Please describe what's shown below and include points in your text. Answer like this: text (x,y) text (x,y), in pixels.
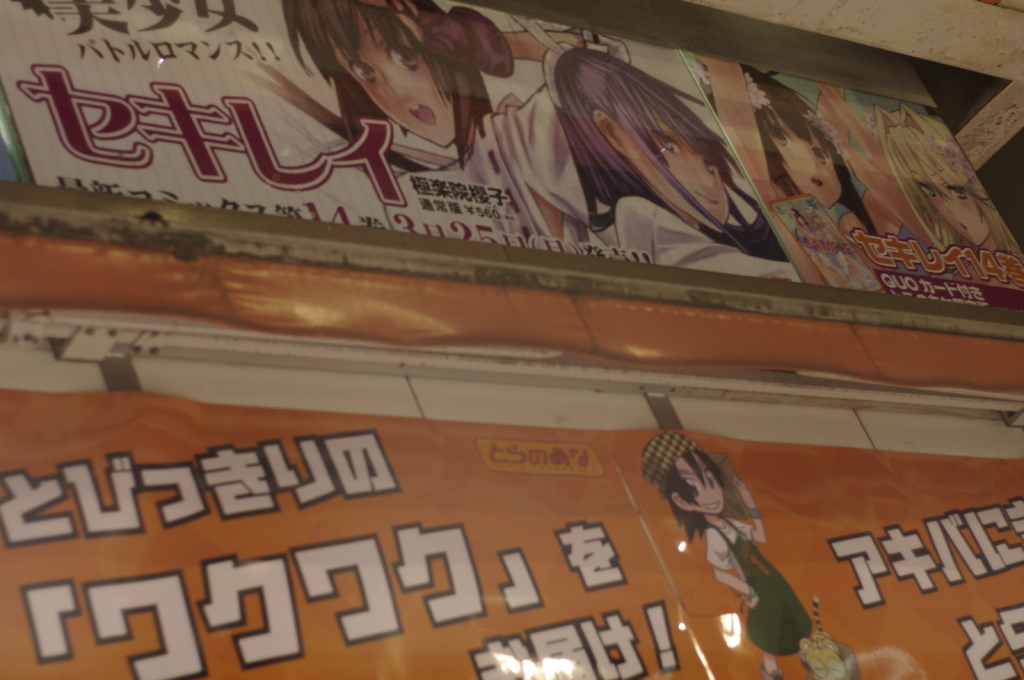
In this image there are two posters (458,546) with text (156,134) and cartoons (403,115) on the wall (229,389).
